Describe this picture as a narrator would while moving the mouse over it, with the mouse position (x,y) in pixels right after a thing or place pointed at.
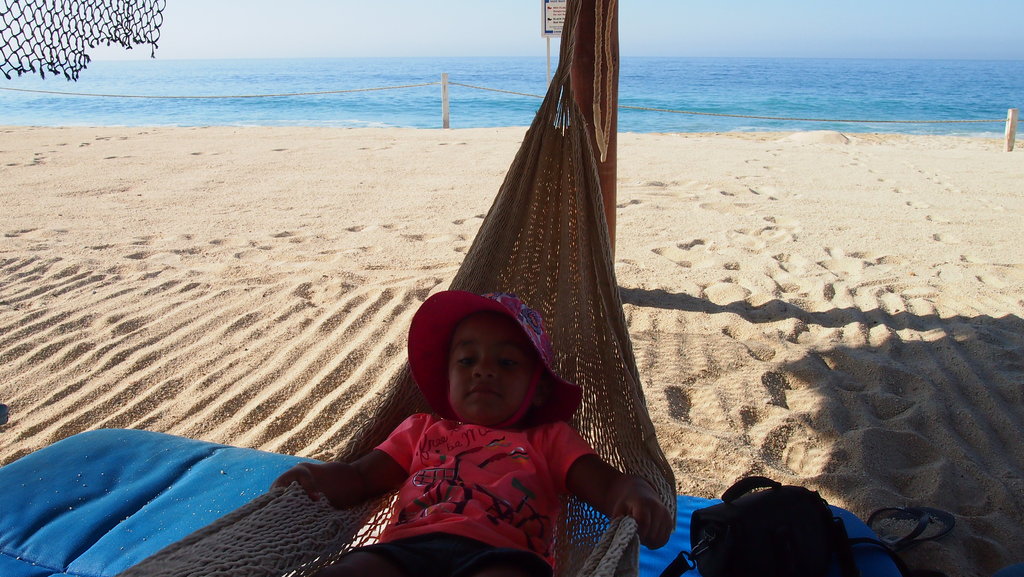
In this image we can see a person (529,447) on a swinging bed (622,416). Behind the person (518,351) we can see a pole (609,137), and, ropes (463,85) and water (425,95). At the top (411,20) we can see the sky (396,20). In the top left (21,34), we can see a net (15,67). At the bottom (45,547) we can see few objects (779,520).
